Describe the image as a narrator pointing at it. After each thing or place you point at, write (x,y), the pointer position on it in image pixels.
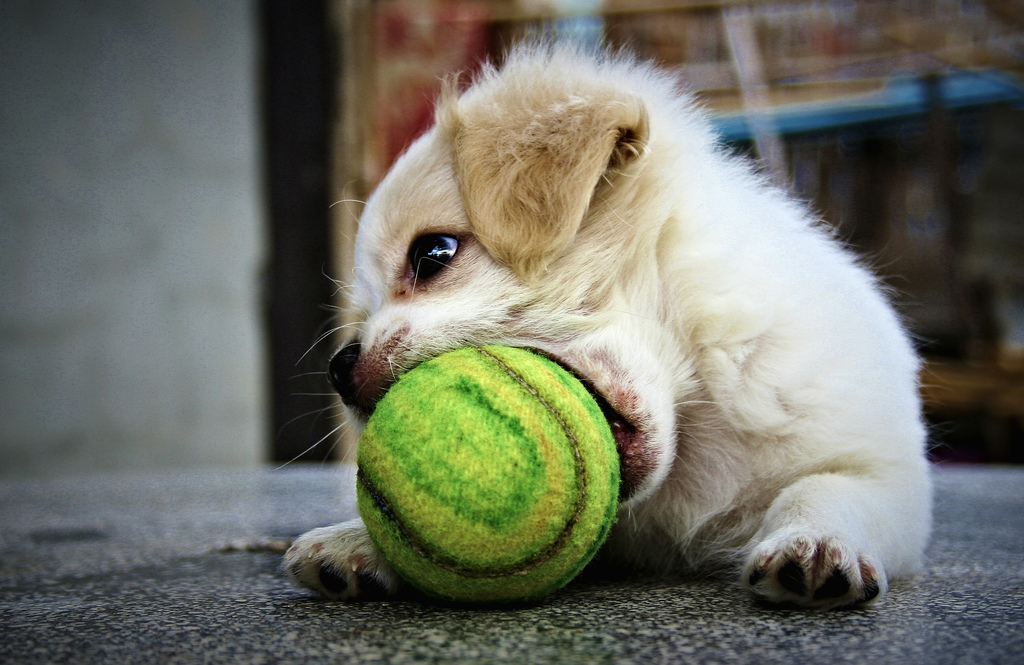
In this picture we can see a dog (683,492) and a ball (500,460) on the floor (130,568) and in the background (310,51) it is blurry.
